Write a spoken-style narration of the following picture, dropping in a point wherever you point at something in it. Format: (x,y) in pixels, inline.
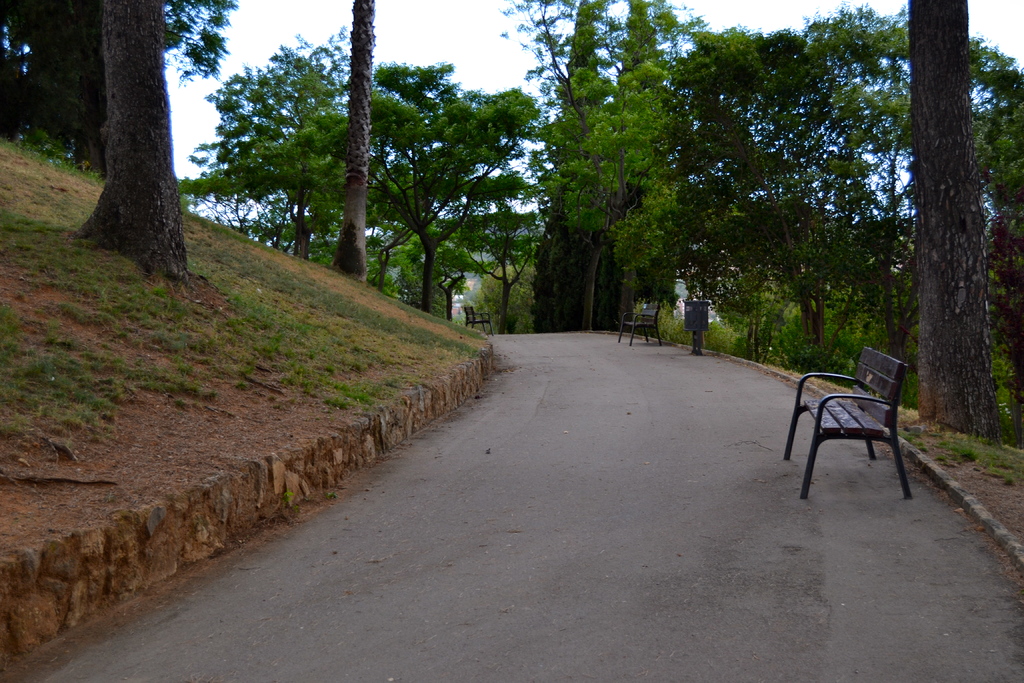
In this image there is a road (603,530) in the middle (622,384). On the road (683,372) there are three benches (819,419). On the left side (186,373) there is a land (207,381) on which there are trees (159,168). In the background (290,149) there are few other trees (590,195). At the top (483,55) there is the sky (456,47).
